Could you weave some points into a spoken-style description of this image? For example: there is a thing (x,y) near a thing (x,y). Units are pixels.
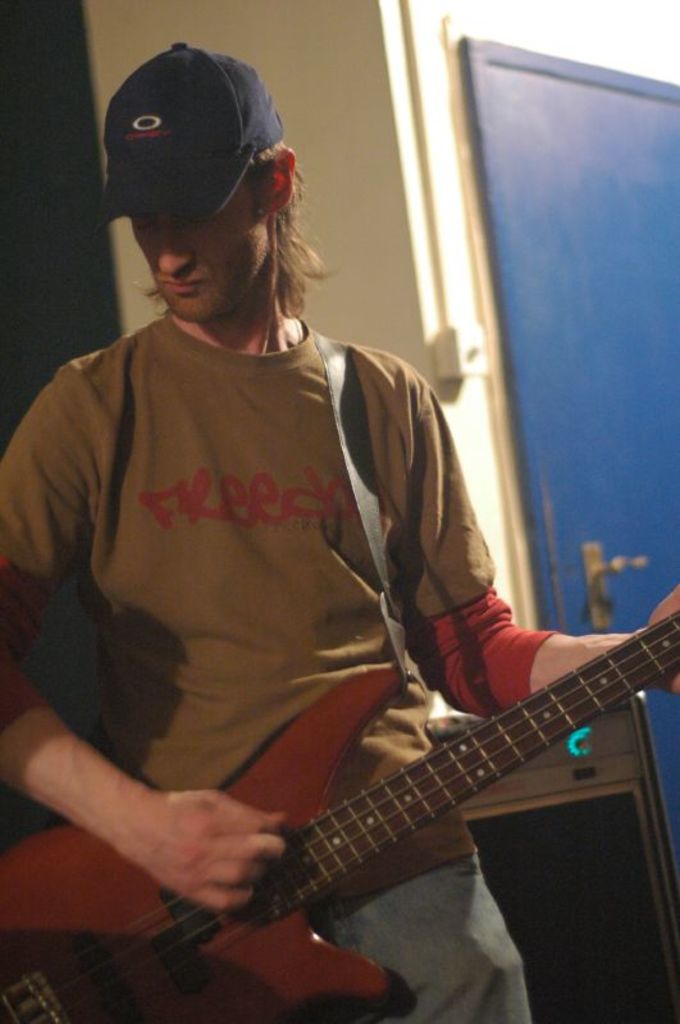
On the background (375,74) we can see a wall (371,41) and a door (603,261) in blue colour. Here we can see one man (181,763) standing and playing guitar (410,774). He wore a cap (220,201).
